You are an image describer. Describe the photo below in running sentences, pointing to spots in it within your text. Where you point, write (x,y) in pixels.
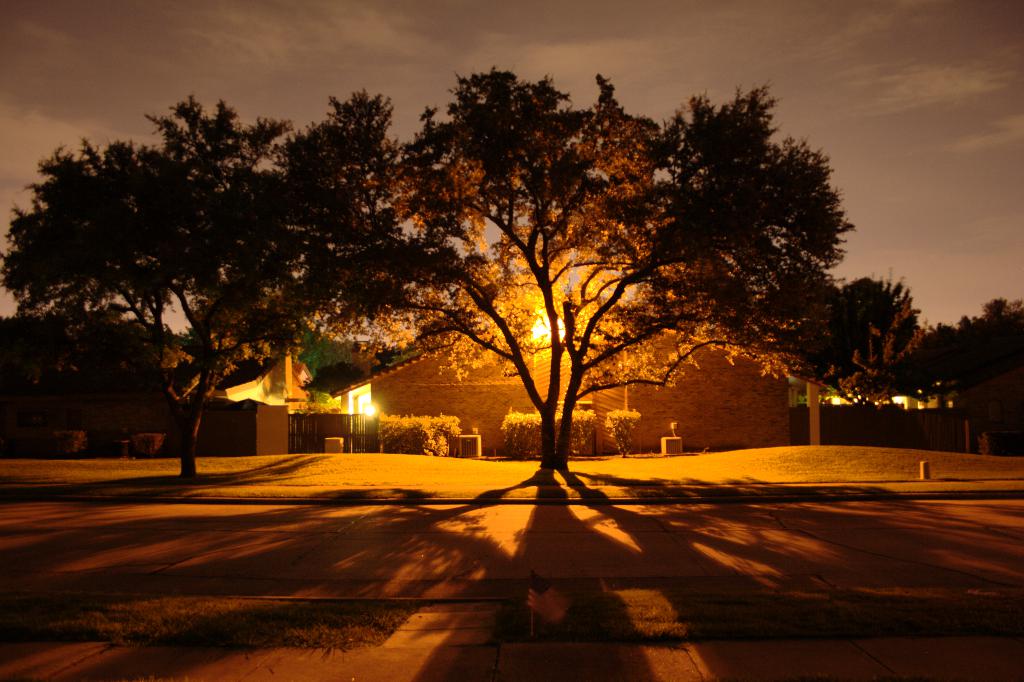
In the background (864,92) we can see the sky (719,50). In this picture we can see the lights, a house (752,388), wall (645,403), plants (509,437). It seems like a gate (329,430) near the plants (396,446). We can see the trees (822,320). At the bottom portion of the picture (771,523) we can see the floor (769,520), green grass (582,618) and a flag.
